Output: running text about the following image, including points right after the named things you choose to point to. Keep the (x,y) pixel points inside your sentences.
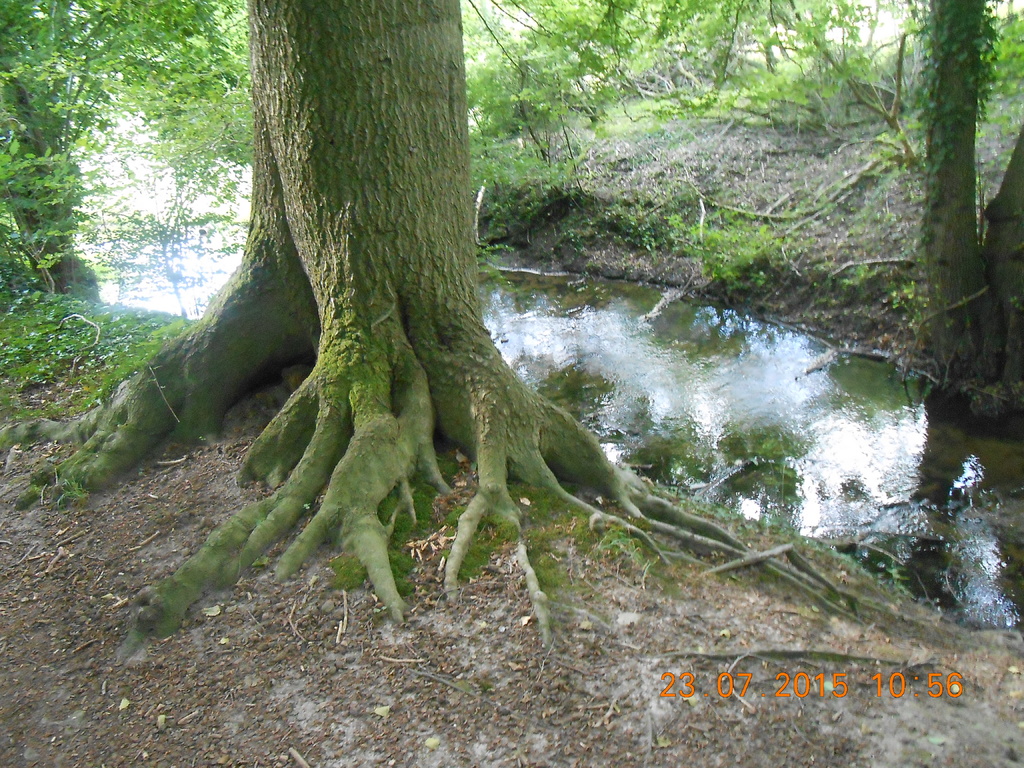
In the foreground of this image (287,307), there is a trunk (378,230) at edges of the river (639,359). On the right side of the image (943,267), there is a tree (978,272) and in the background (128,68), there are trees (183,52).
